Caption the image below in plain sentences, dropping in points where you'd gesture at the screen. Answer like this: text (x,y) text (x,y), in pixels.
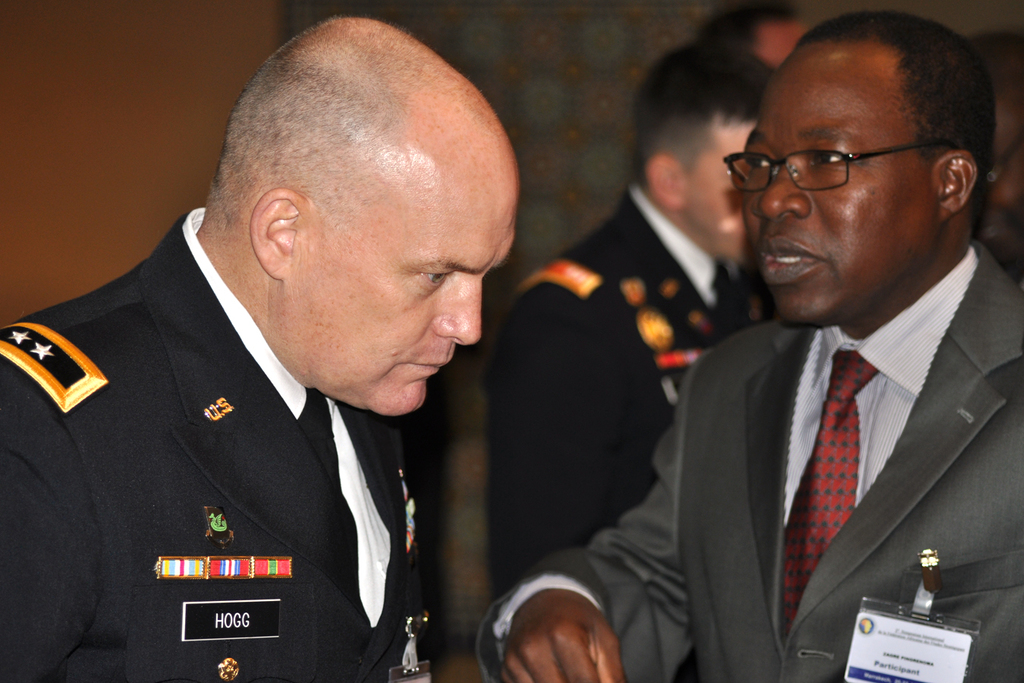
In this picture we can see two men (728,489) wore blazers (672,509), ties (805,549), id cards (911,638), some objects (272,572) and in the background (587,335) we can see some people (670,271).
